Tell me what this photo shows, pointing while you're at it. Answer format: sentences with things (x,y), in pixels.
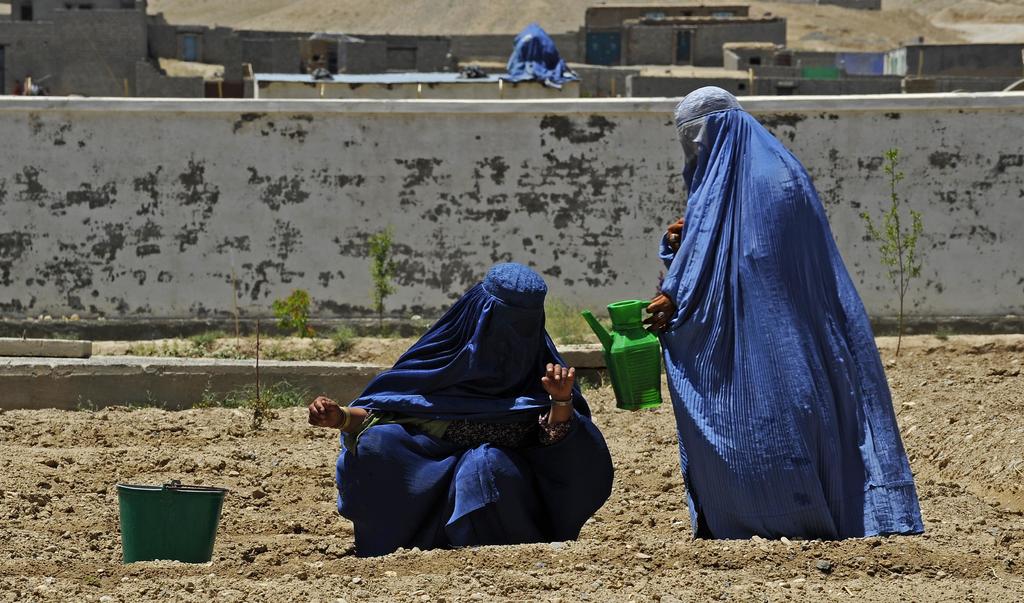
In the foreground (678,291) I can see a person (837,482) is holding a watering can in hand (649,307) and another person (513,459) is in squat position on the ground (462,558) and a bucket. In the background (496,221) I can see grass (266,353), fence (430,315), plants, houses (435,72), doors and so on. This image is taken may be during a day.
